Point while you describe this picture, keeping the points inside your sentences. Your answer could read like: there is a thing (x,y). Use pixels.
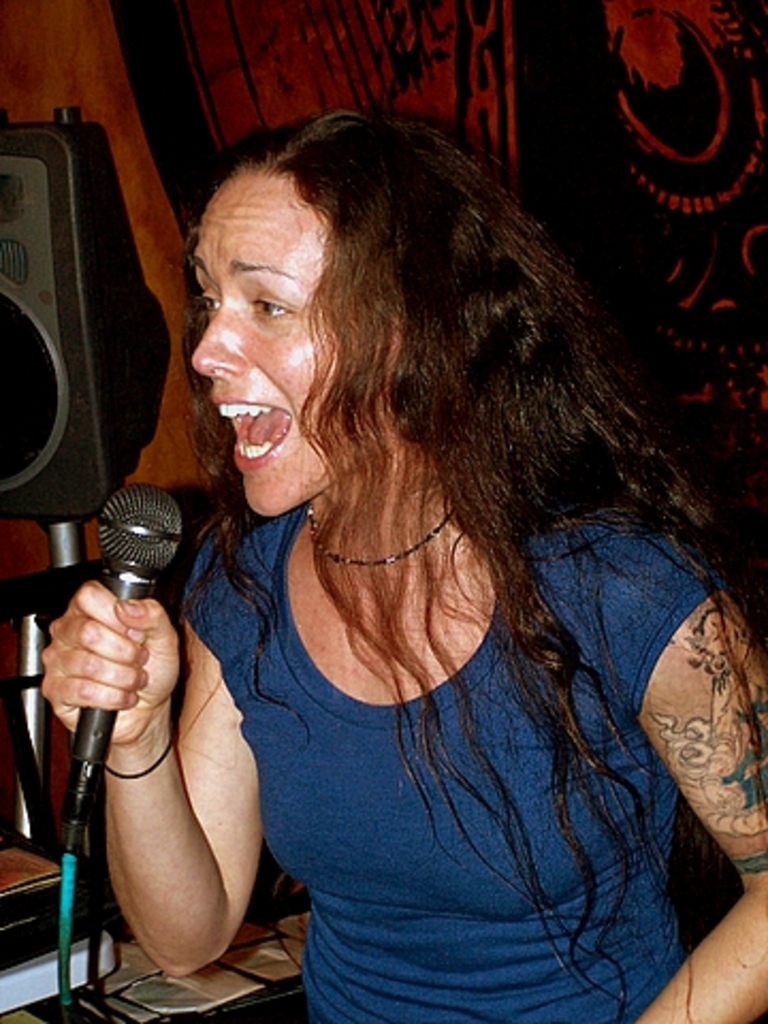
In this picture we can see a woman (263,680) holding a mike (95,739) in her hand (97,659) and singing. This is a tattoo (723,711) on her hand (704,784).
